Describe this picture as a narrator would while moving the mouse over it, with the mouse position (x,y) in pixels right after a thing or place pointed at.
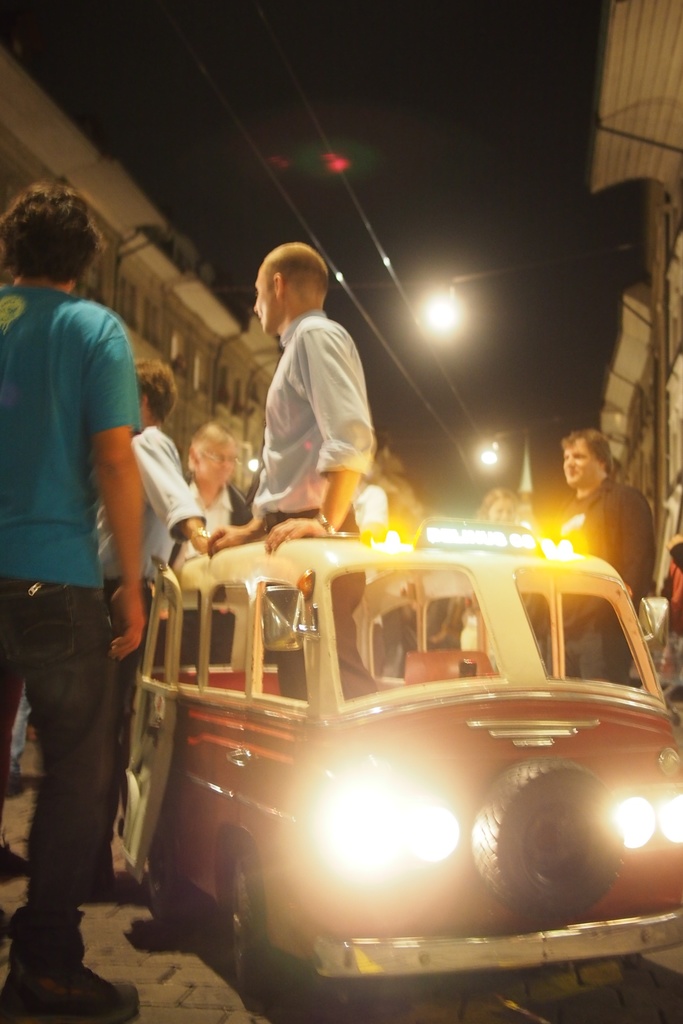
In front of the image there is a person (272,495) standing in a car (427,712), around the person (298,452) there are few other people (68,488) standing, in the background of the image (227,389) there are buildings (647,407), at the top of the image (432,312) there are cables (458,391) and lamps (485,459).
